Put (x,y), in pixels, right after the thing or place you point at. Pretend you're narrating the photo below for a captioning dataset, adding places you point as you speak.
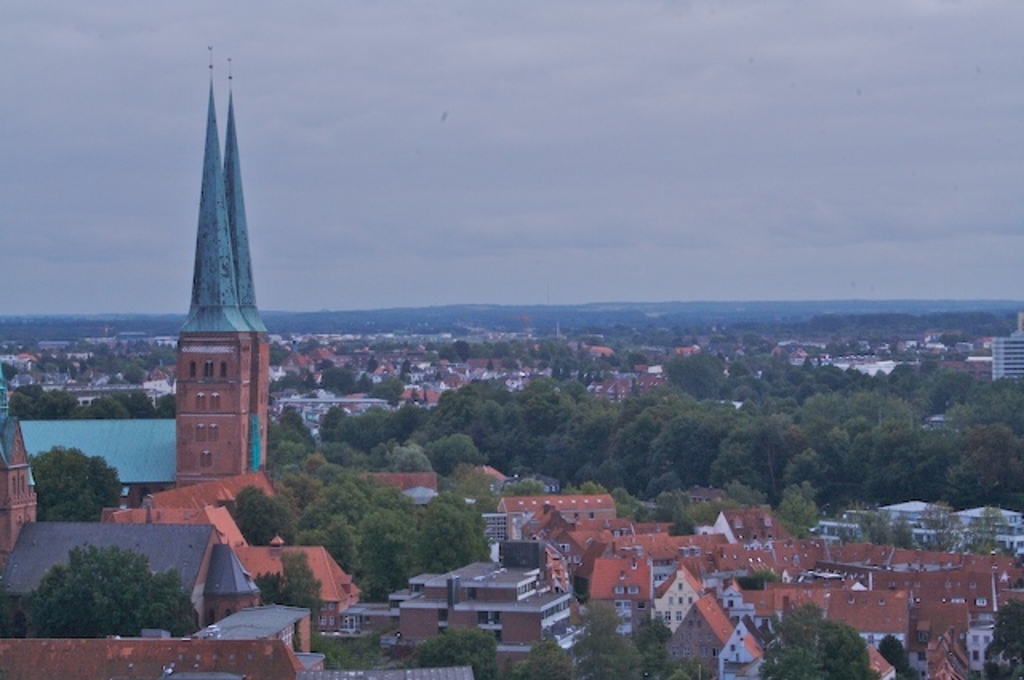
At the bottom (515,622) there are houses (776,597), roofs (51,662), windows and in the background (482,412) there are trees (267,517), buildings (473,375) and clouds (541,287) in the sky (250,202).
